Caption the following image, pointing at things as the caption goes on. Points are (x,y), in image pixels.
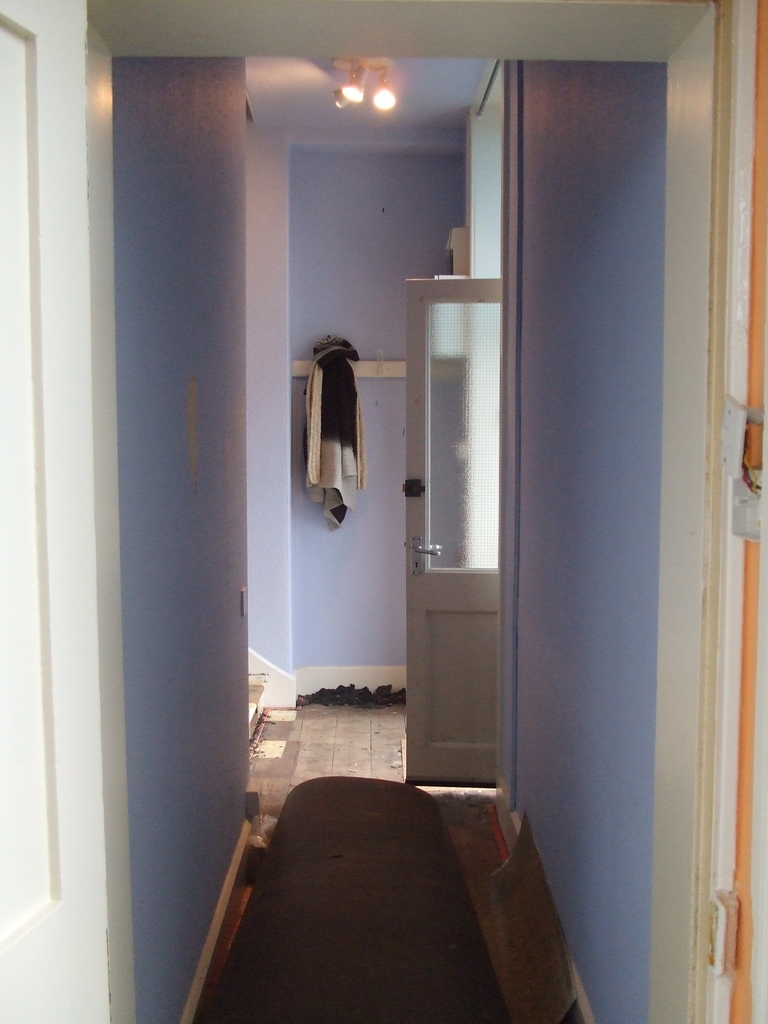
This is the inside picture of the building (348,584). In this image there is a door (485,679). There is a wall (336,250). There is a towel (319,483) on the rod (398,366). At the bottom of the image (379,879) there is a mat (348,920) and a few other objects (389,687). On top of the image (360,101) there are lights (342,93).
